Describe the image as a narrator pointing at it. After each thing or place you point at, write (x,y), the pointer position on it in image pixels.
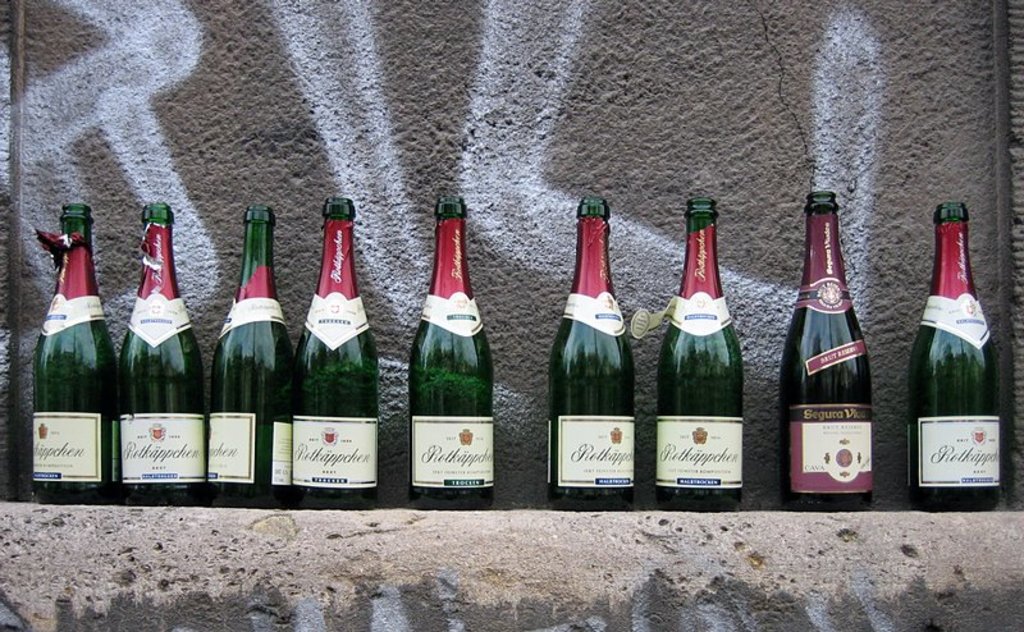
As we can see in the image, there are some green color bottles (100,367) arranged in a sequence. Behind the bottles (451,377) there's a wall (470,93).
